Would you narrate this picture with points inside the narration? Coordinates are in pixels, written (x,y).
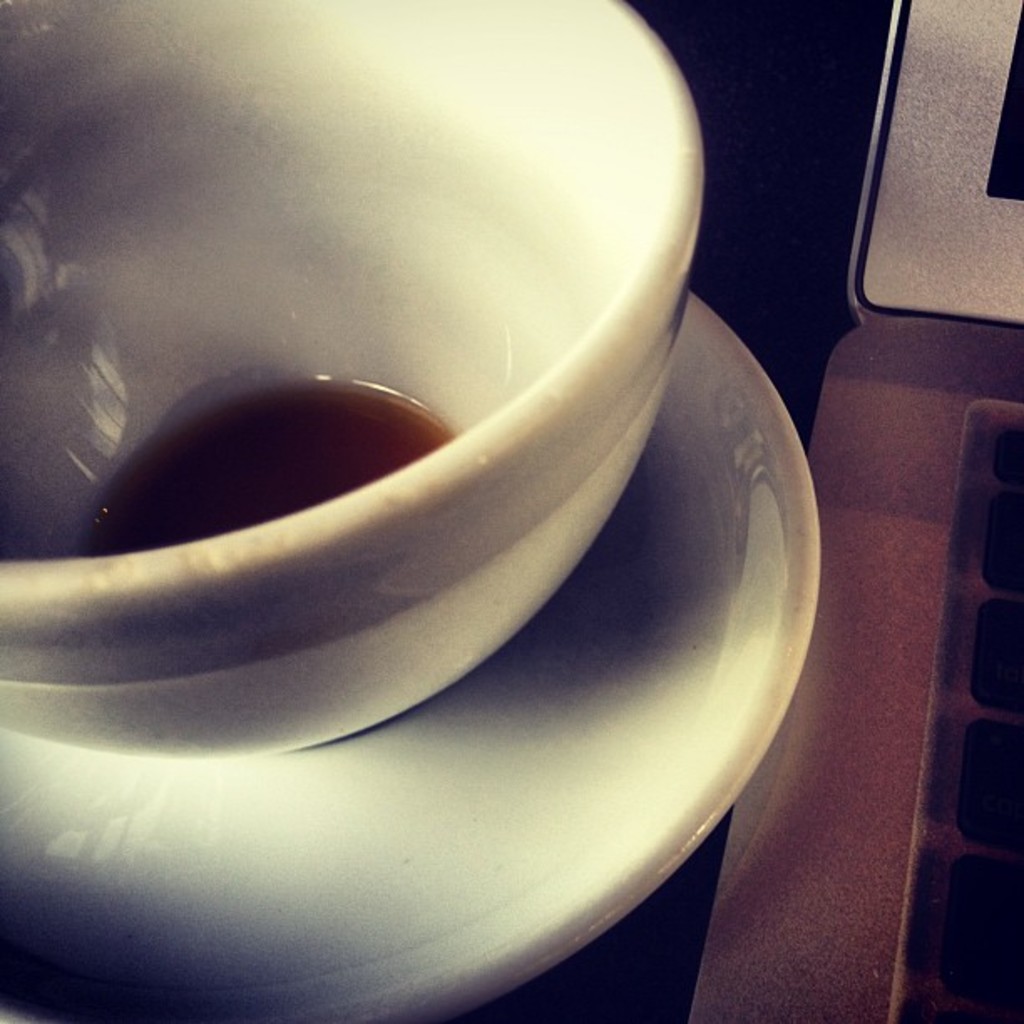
In this picture we can see a saucer (600,688) and on the saucer (570,725) there is a cup (291,341) with some liquid (273,455). On the right side of the saucer (522,726) there is a laptop (891,600).
